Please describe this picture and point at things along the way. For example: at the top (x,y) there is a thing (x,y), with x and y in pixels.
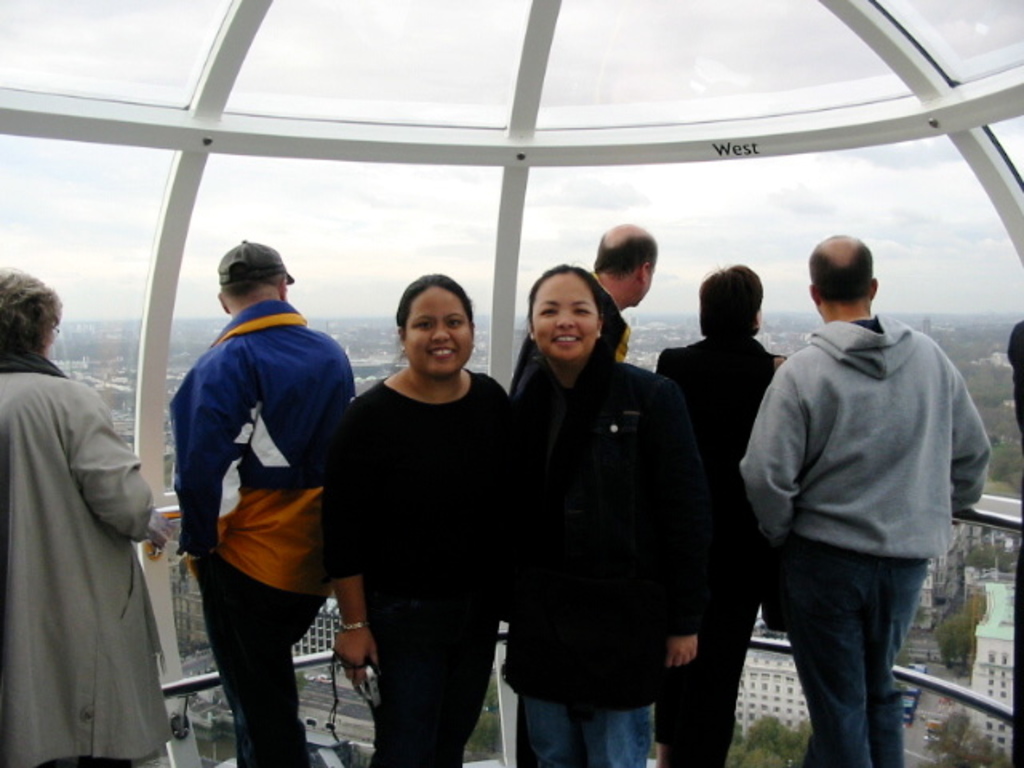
There are many people (450,523) standing. A lady (454,524) is holding a camera (367,666). Behind her a person (275,425) is wearing a cap (239,257). There is a glass window (443,185). In the background (648,173) there are buildings (790,665), trees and sky (825,222).
